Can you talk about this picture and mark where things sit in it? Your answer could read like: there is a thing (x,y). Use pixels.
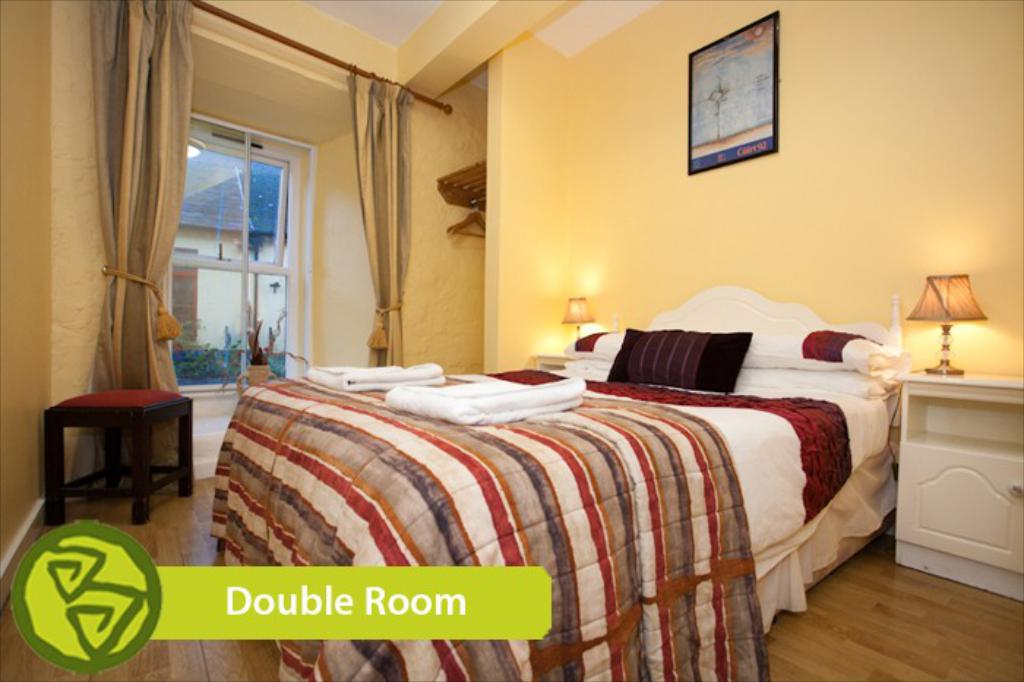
The image is taken in the room (461,466). In the center of the image (350,429) there is a bed (631,483) and we can see cushions (610,362) placed on the bed (597,477). On the right (1020,578) there is a stand (943,412) and we can see a lamp (941,357) placed on the stand (910,549). On the left (49,467) there is a stool (133,400). In the background (159,363) there are curtains (178,159) and a window (241,297). There is a frame (750,46) placed on the wall (826,210).
